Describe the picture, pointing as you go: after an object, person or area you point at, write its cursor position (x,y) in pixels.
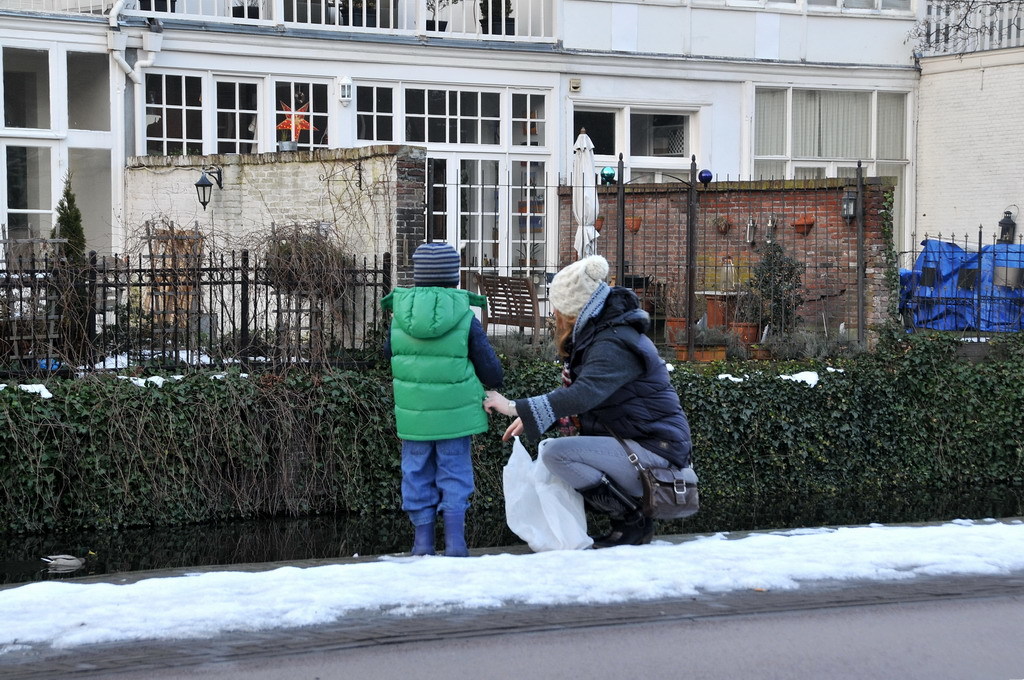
In this image I can see two persons (495,355), the person (574,427) at right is wearing blue color jacket (622,420) and the person (412,375) at left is wearing green color jacket (397,372), background (889,409) I can see plants (850,426) in green color, the railing (213,271) and I can also see few light poles (216,179) and the building (589,99) is in white color.
